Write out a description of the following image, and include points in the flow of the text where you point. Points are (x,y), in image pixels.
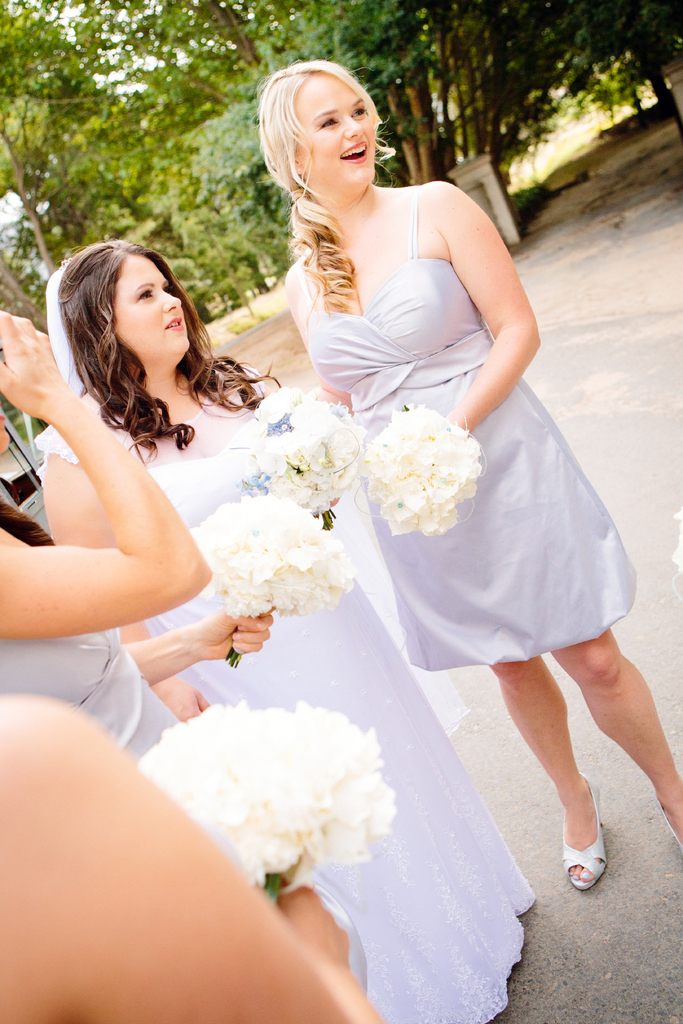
In this image, I can see two women (170,691) standing on the road (624,789) and holding the flower bouquets (320,452). On the left side of the image (91,601), I can see two other persons (136,667) holding flower bouquets (257,878). In the background (146,118), there are trees (492,80).
